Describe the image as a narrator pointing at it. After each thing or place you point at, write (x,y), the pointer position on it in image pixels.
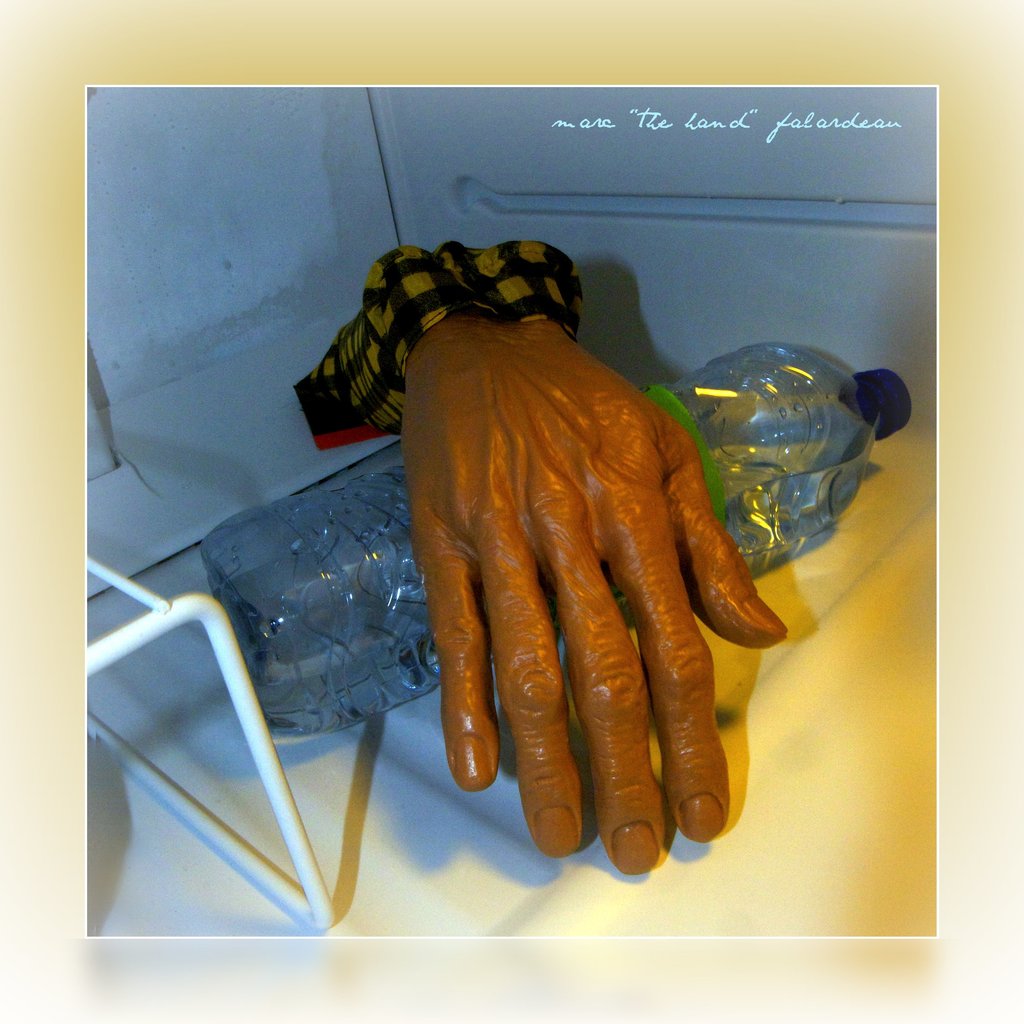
In the center of the image (631,568) there is a water bottle (287,645) and fake hand (454,560).
